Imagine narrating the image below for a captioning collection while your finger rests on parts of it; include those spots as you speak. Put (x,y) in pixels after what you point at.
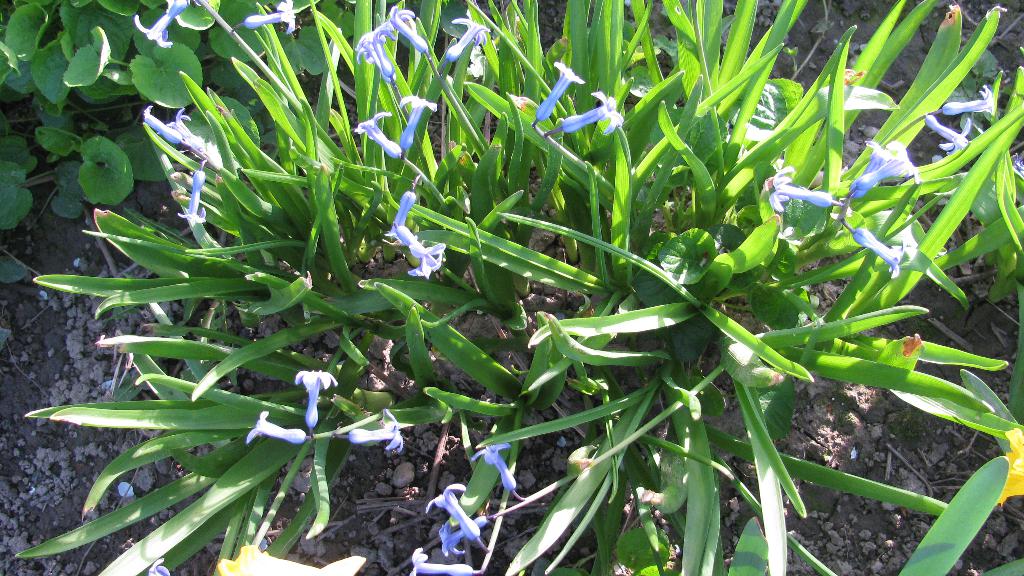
In this picture we can see few flowers (216,149) and plants (358,178).
